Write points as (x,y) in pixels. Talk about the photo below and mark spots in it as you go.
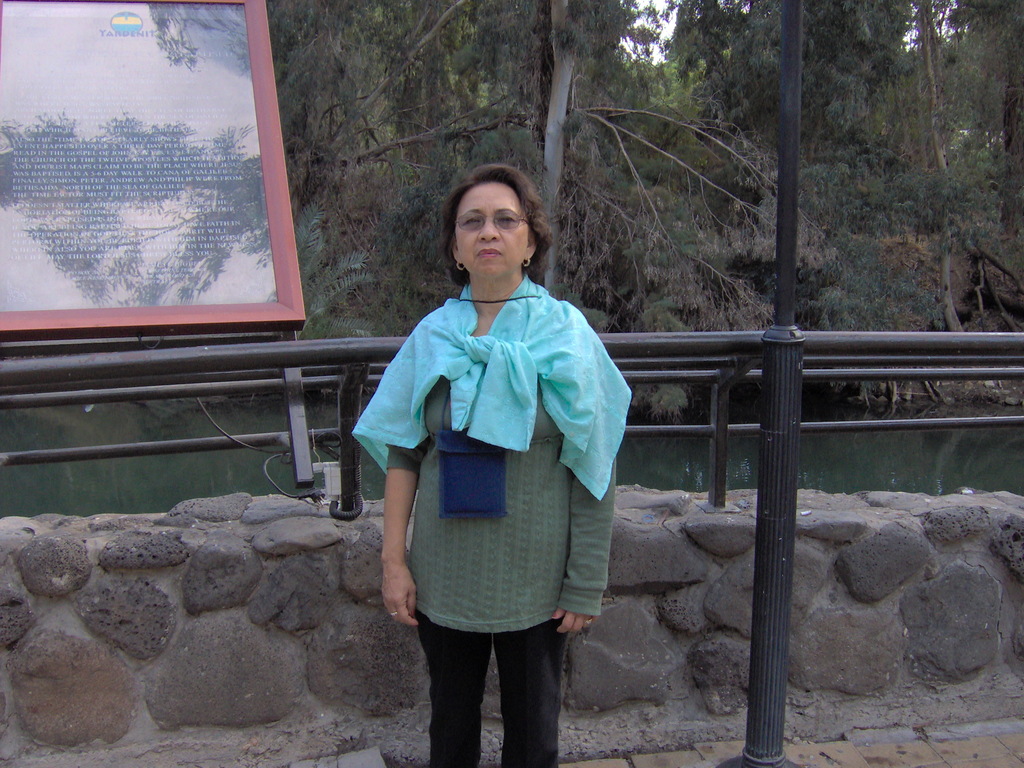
In this image, we can a person (399,527). We can see the wall (271,498) with some objects (302,418). We can also see a board (213,197) with some images (142,195) and text (147,161). There are a few trees (542,103). We can also see some water (742,419) and the sky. We can also see a pole (779,729) and the ground (961,760).
